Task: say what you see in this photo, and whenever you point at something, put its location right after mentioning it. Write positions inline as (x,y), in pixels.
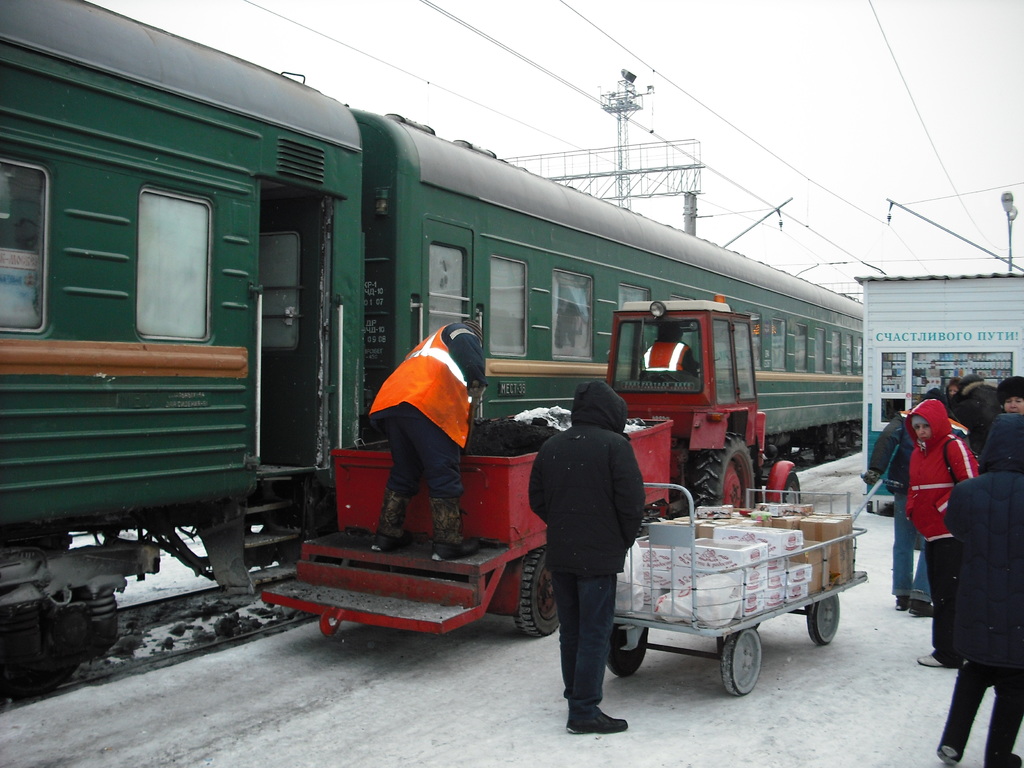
In this image there is a train (230,388) on the track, in front of the train (220,469) there is a vehicle (399,578) with some stuff (498,435) and two persons (457,458), beside that there is a trolley (628,610) and a person (596,596) standing. On the right side of the image (933,545) there are a few people (953,531) standing and there is a stall (957,333). At the top of the image (720,175) there are few cables (720,175).
